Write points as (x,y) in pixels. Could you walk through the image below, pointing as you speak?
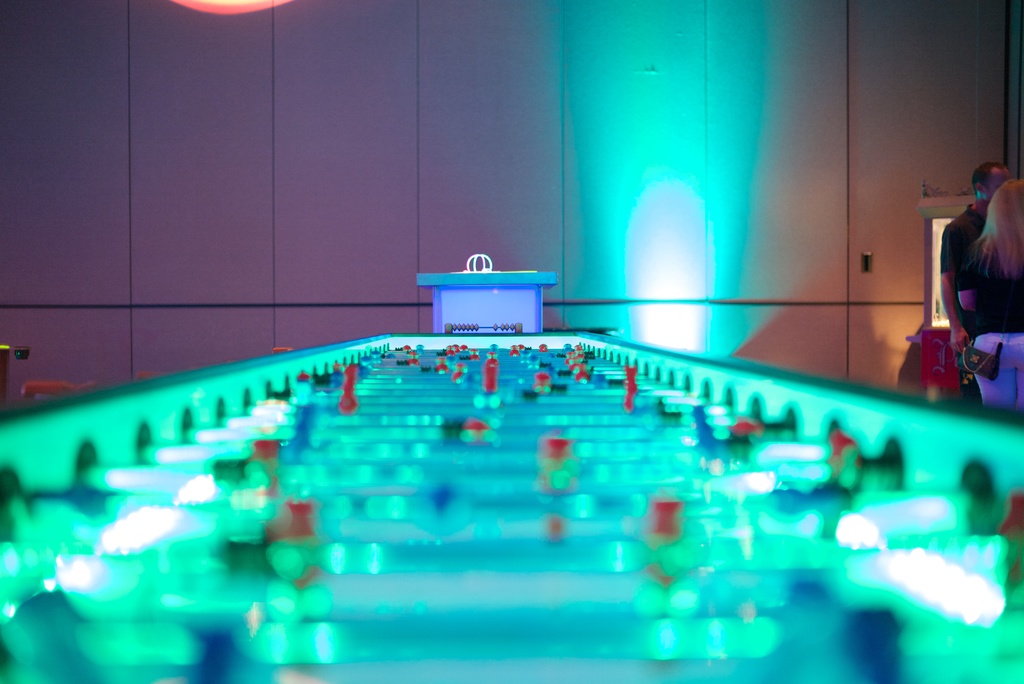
In this image I can see a table (435,463) and on it I can see few things (448,494). On right side of this image (980,302) I can see two people (981,274) are standing and I can see one of them is carrying a bag (975,360).
